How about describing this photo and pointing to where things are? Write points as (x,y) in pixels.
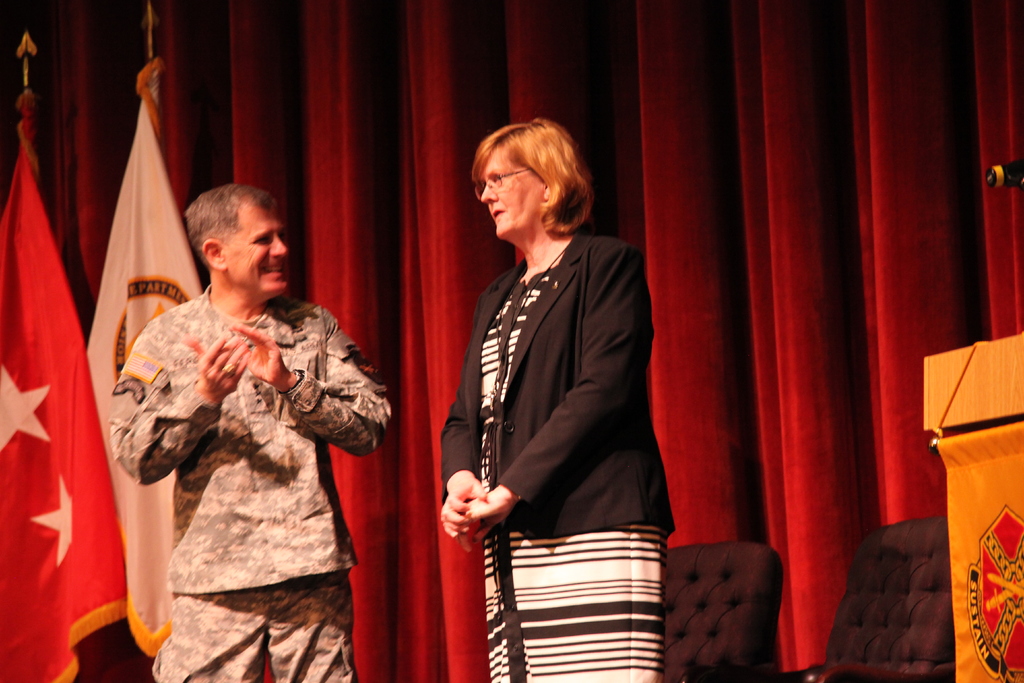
In this image I can see a woman (542,415) wearing white and black dress (495,376) and black blazer (576,415) is standing and a man (270,410) wearing uniform (286,511) is standing. In the background (57,361) I can see few flags (74,363), the red colored curtain (237,129), few chairs (745,565) and the podium (959,392).
